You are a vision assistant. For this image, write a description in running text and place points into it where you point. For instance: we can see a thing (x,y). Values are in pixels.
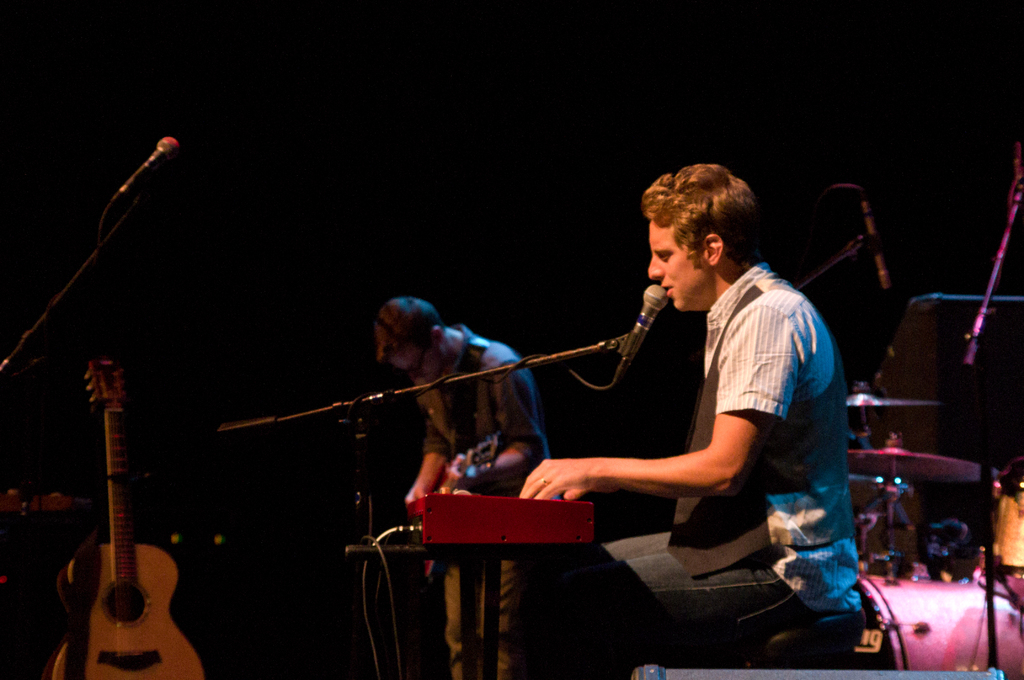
This Picture describe about a musical live performance on the stage (652,402) on which a boy (834,438) wearing white shirt (748,359) is sitting on the chair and playing a piano (524,518) and singing in the microphone (647,310). Beside a man (447,427) standing and playing the guitar (462,463). Behind we can see the band (953,641) and some musical instruments (909,612) are kept.
